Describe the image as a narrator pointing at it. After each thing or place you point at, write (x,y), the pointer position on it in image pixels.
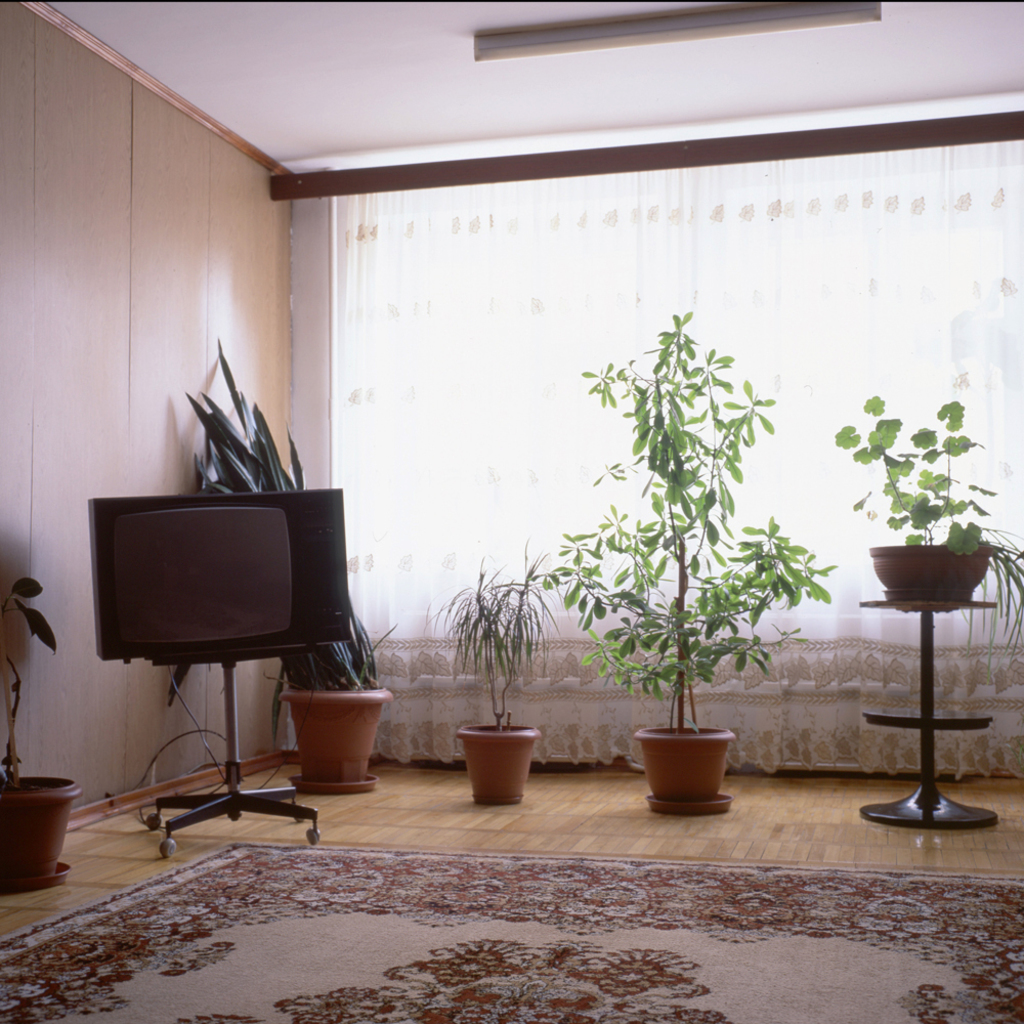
This picture is clicked inside the room (818,586). In the foreground (672,888) we can see the ground (252,872) is covered with the floor mat (940,878). On the right (929,580) there is a house plant (950,594) placed on the black color stand (932,737). In the center (359,669) we can see the house plants (22,826) placed on the ground (460,816) and there is a television (255,545) placed on the top of the stand (228,685). In the background (332,475) we can see the curtain (342,325), wall (262,308) and the roof (541,66).
